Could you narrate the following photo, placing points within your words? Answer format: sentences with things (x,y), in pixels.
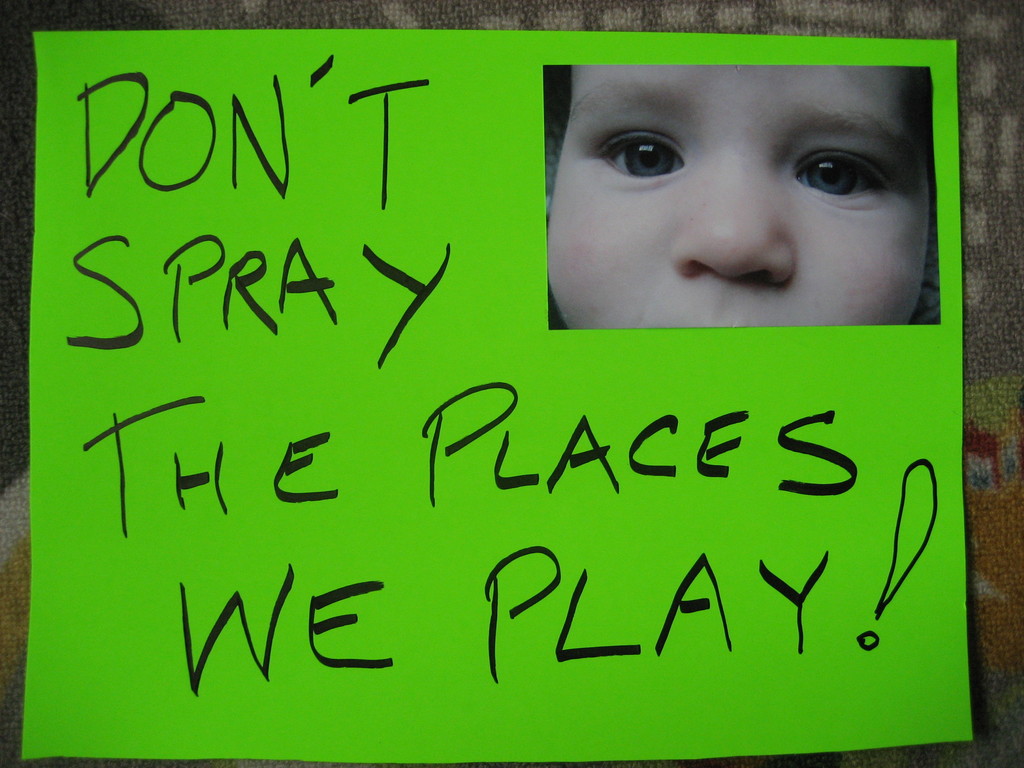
This is the picture of a green paper (815,385) on which there are some things (126,345) written and at the top (732,208) there is a picture (831,286) of a kid's face (567,230).
